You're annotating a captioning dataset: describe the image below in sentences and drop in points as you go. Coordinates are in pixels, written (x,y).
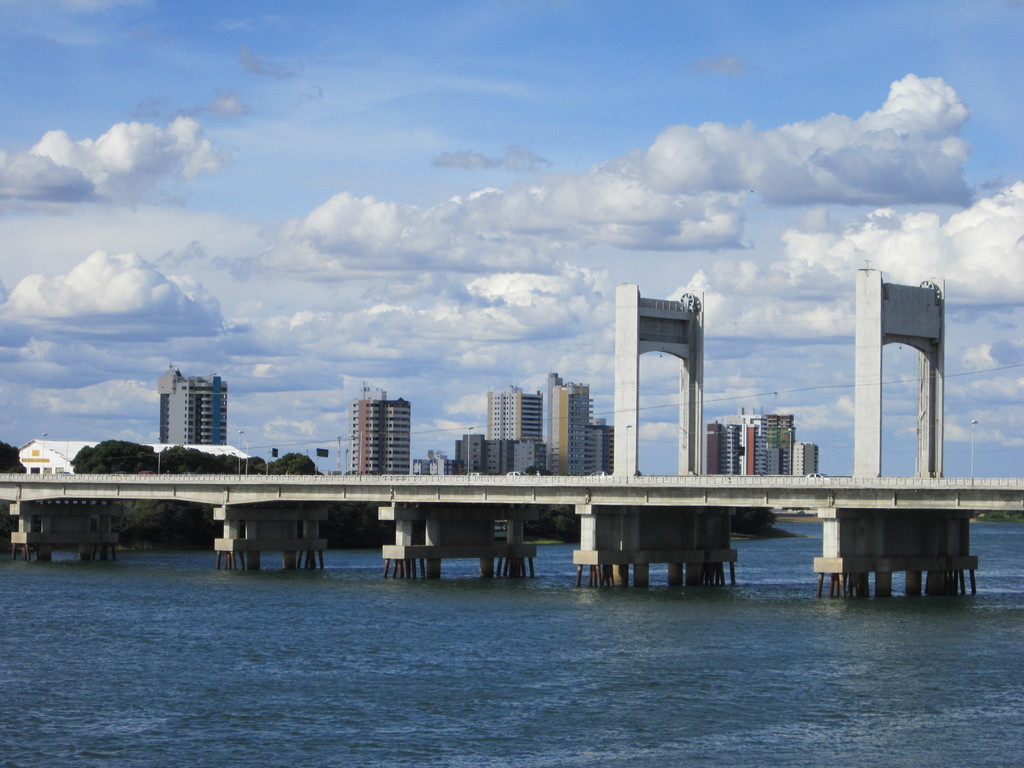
This image is taken outdoors. At the bottom of the image (519,655) there is a sea (743,663). At the top of the image (200,199) there is a sky (525,235) with clouds (556,217). In the middle of the image (501,505) there is a bridge (919,557) with pillars (428,564) and iron bars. In the background (462,450) there are many buildings (497,460) with walls (350,425), windows (493,428), doors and roofs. There are a few trees (256,456).
